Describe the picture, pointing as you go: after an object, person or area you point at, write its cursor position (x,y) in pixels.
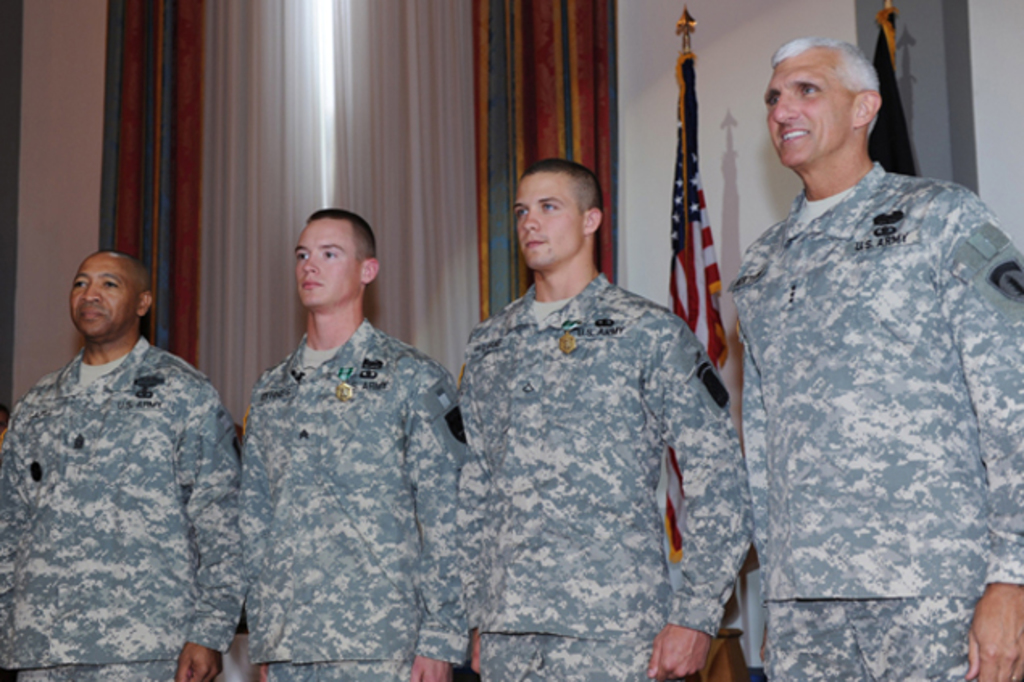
In this picture we can see four men (460,396), behind them we can find curtains (321,154) and flags (903,139).
